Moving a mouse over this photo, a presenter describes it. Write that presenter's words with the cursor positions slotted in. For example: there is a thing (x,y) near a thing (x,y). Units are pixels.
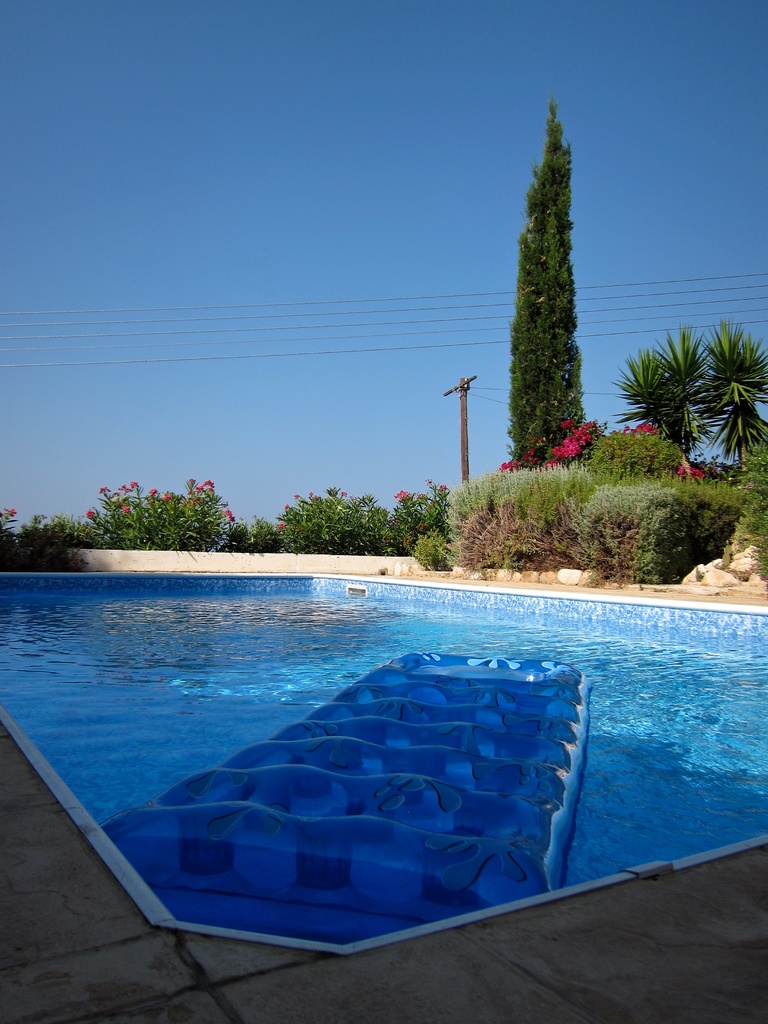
In this image I see the swimming pool (405,634) and I see the blue color thing (426,753) on the water (329,686) and I see the path (662,1023). In the background (717,365) I see plants (394,522), a tree (514,416), wires (452,332), a pole (464,456) and the clear sky (409,462).
